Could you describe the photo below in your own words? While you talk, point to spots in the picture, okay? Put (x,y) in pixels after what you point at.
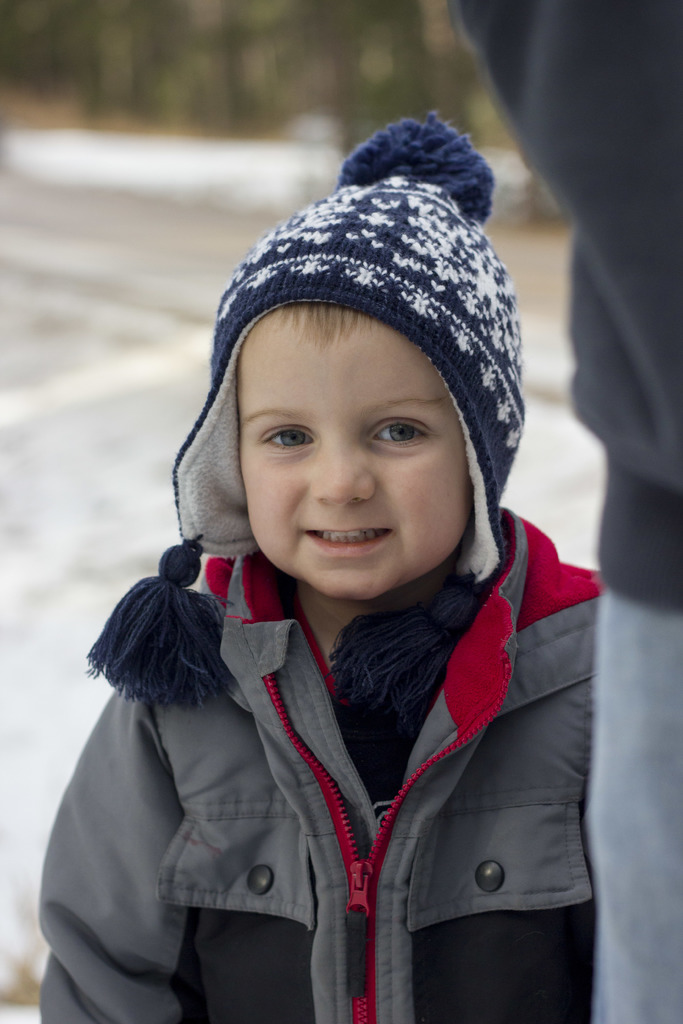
In this image in the foreground (433,544) I can see a boy (205,774) wearing a woolen cap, on the right side (580,162) there may be a person (580,178), in the background (208,222) there is a road (52,209).
